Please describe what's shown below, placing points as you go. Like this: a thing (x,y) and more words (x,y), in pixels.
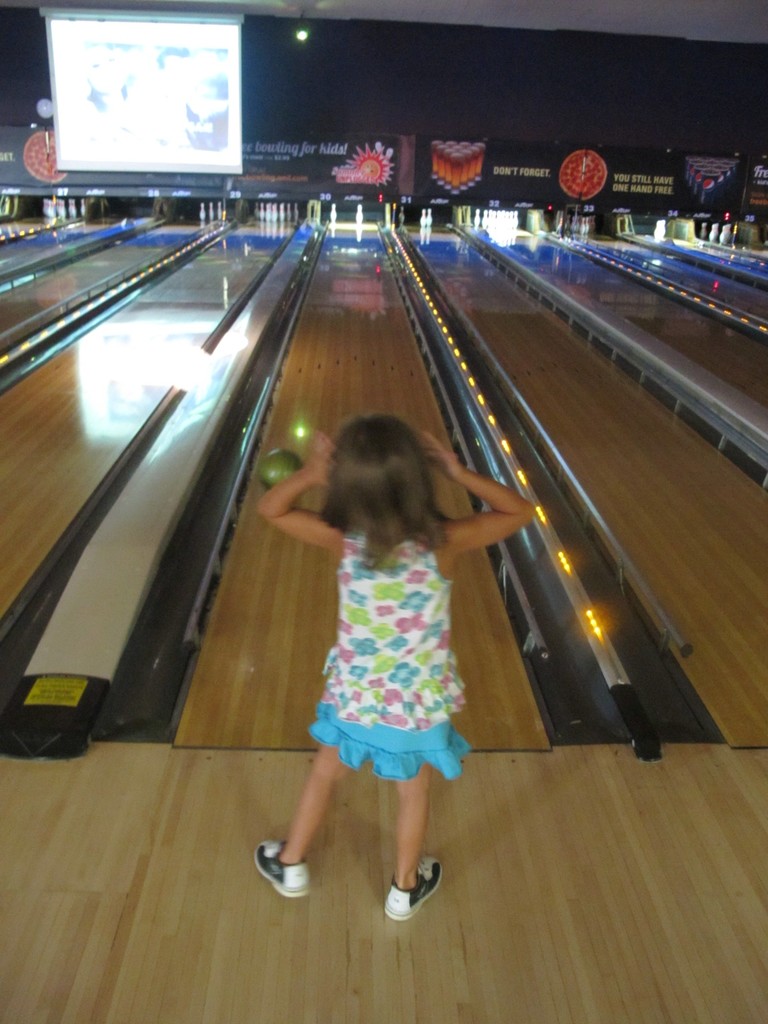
In this picture, we see a girl (428,512) is standing. In front of her, we see a green ball (290,472). At the bottom (497,708), we see the wooden floor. I think she is playing a ten-pin bowling game. In the background (399,200), we see the ten pins (279,222) and a board (269,173) in black color with some text (306,180) written on it. In the left top (187,82), we see a projector screen (117,107). In the background (481,97), it is black in color.
